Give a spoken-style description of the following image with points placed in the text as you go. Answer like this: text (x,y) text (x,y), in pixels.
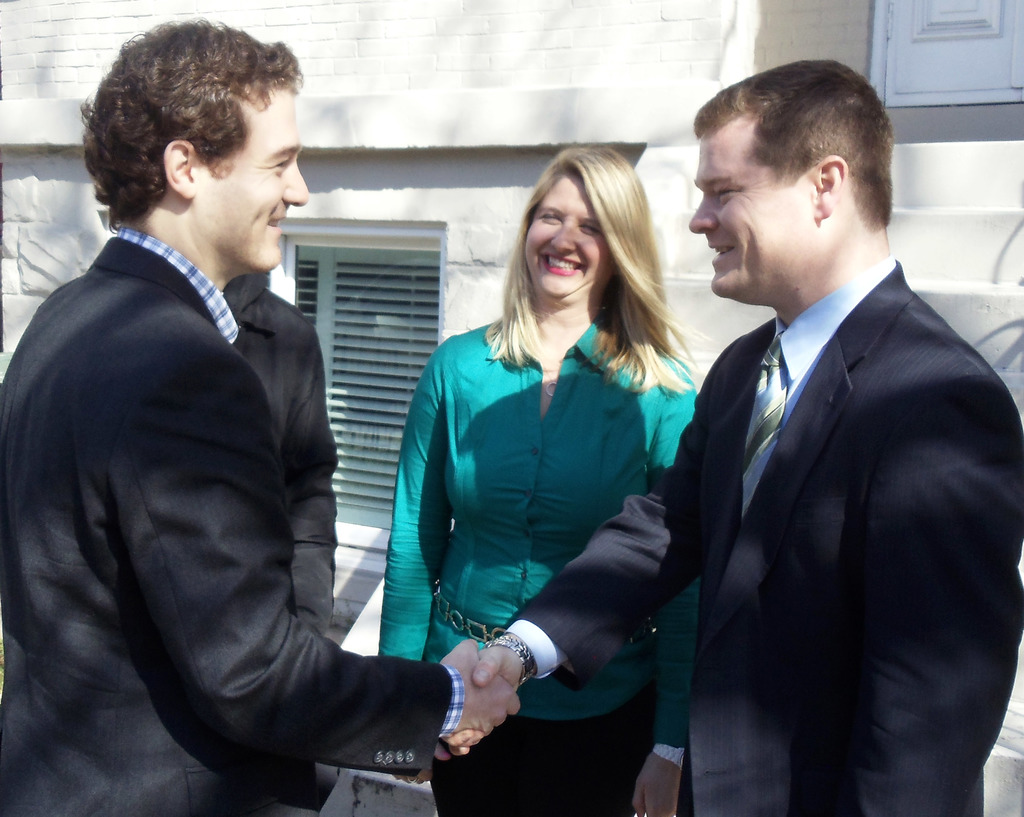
In this image we can see a group of people (532,456) standing. In that two men (560,655) are shaking their hands (472,726). On the backside (943,294) we can see a wall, windows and some stairs (947,308).
